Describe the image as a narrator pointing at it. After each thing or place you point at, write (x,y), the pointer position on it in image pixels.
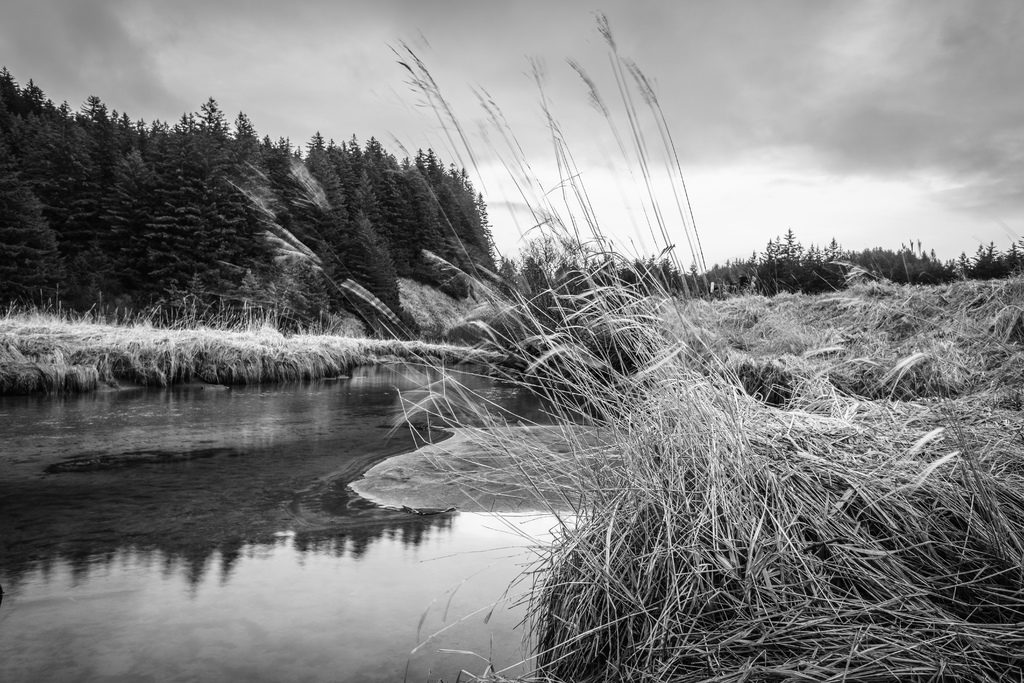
In this picture I can observe a pond (232,525) on the left side (289,482). I can observe some grass (720,466) on the right side (756,450). In the background (223,219) there are trees (404,242) and clouds (545,118) in the sky (651,142).
